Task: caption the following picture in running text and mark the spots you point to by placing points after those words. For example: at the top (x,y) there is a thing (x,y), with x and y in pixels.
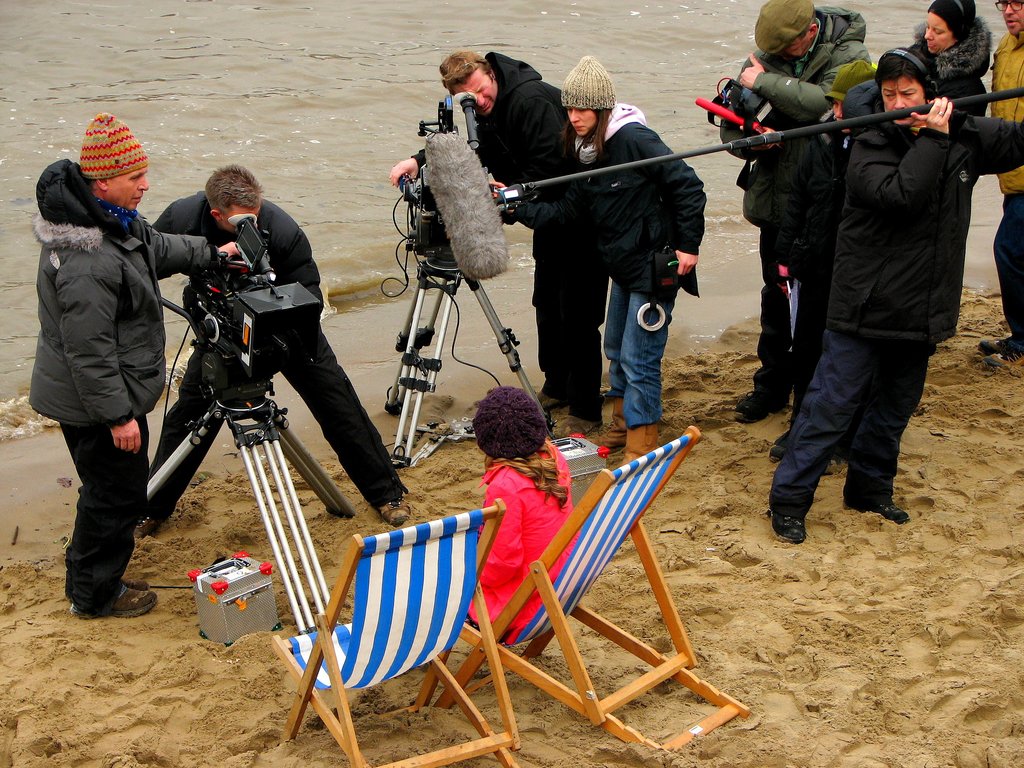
This picture describes about group of people (100,351) they are all standing except one girl (512,499) she is seated in the chair (610,495) and a man (231,251) is trying to capture her with camera (268,330) and we can see some water (364,70).
